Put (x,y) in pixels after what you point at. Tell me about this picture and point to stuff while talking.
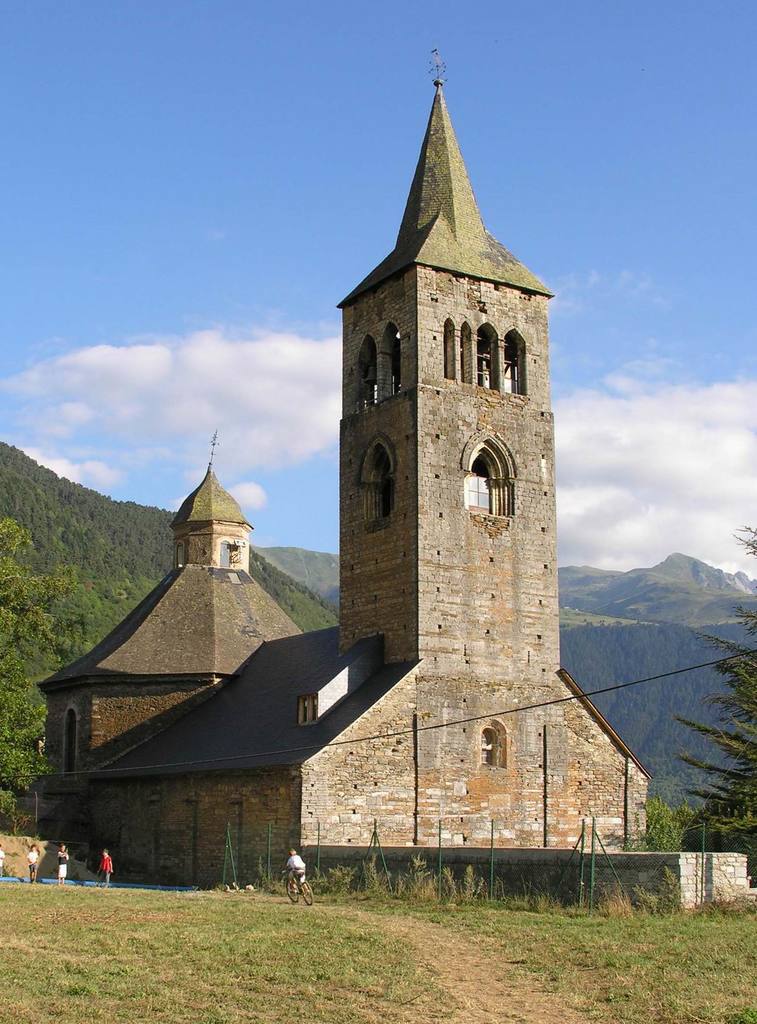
In this image I can see a building (255,758) in the centre (427,557) and on the left side of it I can see few people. On the both side of this building (275,698) I can see few trees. In the background (75,596) I can see mountains (75,596), clouds (694,423) and the sky (293,199).
